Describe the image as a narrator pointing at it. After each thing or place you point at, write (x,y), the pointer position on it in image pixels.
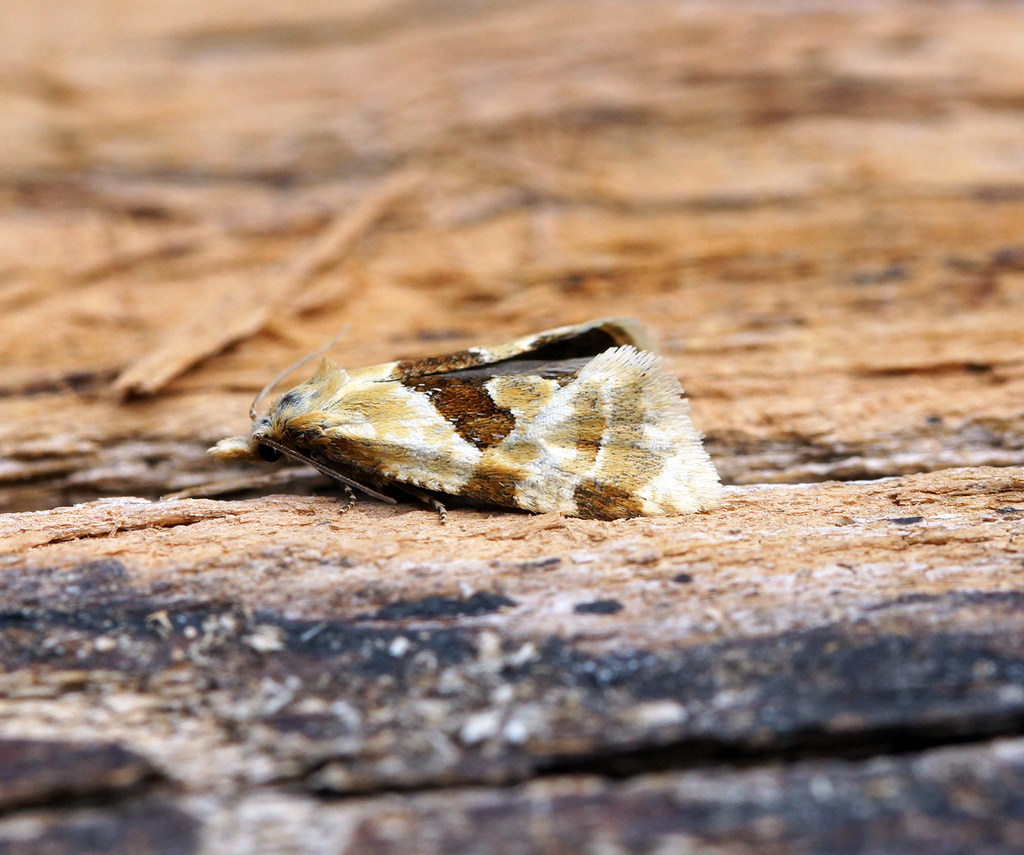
In the picture there is a creature (467,354) laying on a wood surface (871,588).
